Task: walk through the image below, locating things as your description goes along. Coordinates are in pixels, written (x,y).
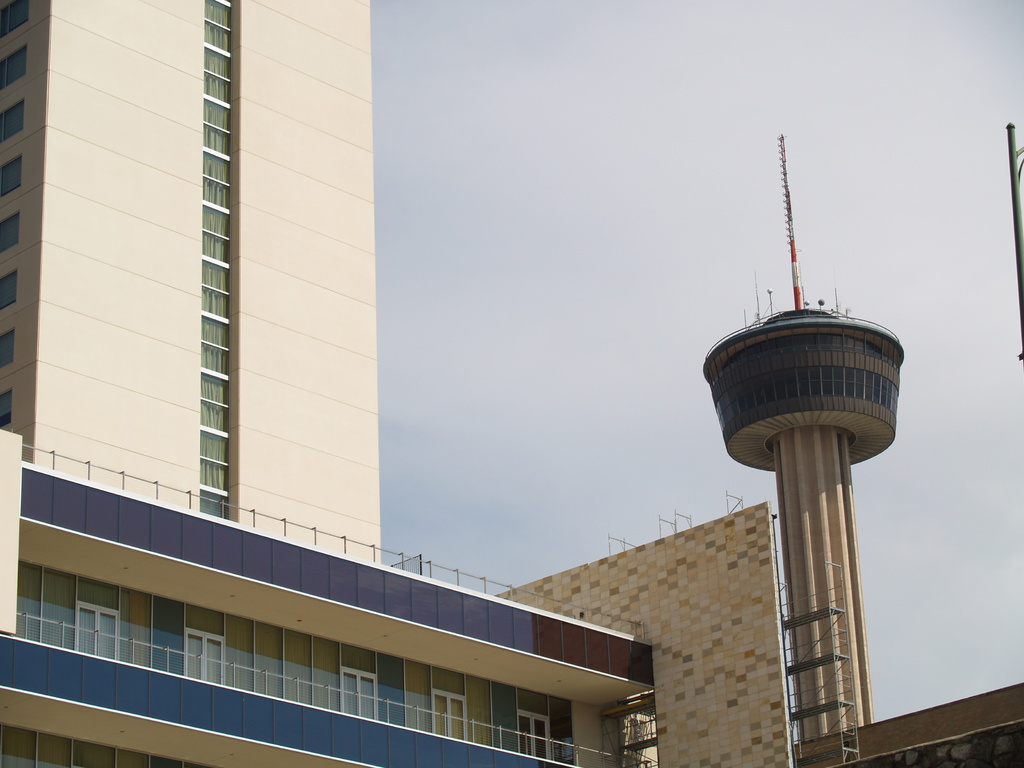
In this picture we can observe a cream and blue color building (174,490). There is a tower (828,502) on the right side (828,493). In the background (572,282) we can observe a sky (493,231).
